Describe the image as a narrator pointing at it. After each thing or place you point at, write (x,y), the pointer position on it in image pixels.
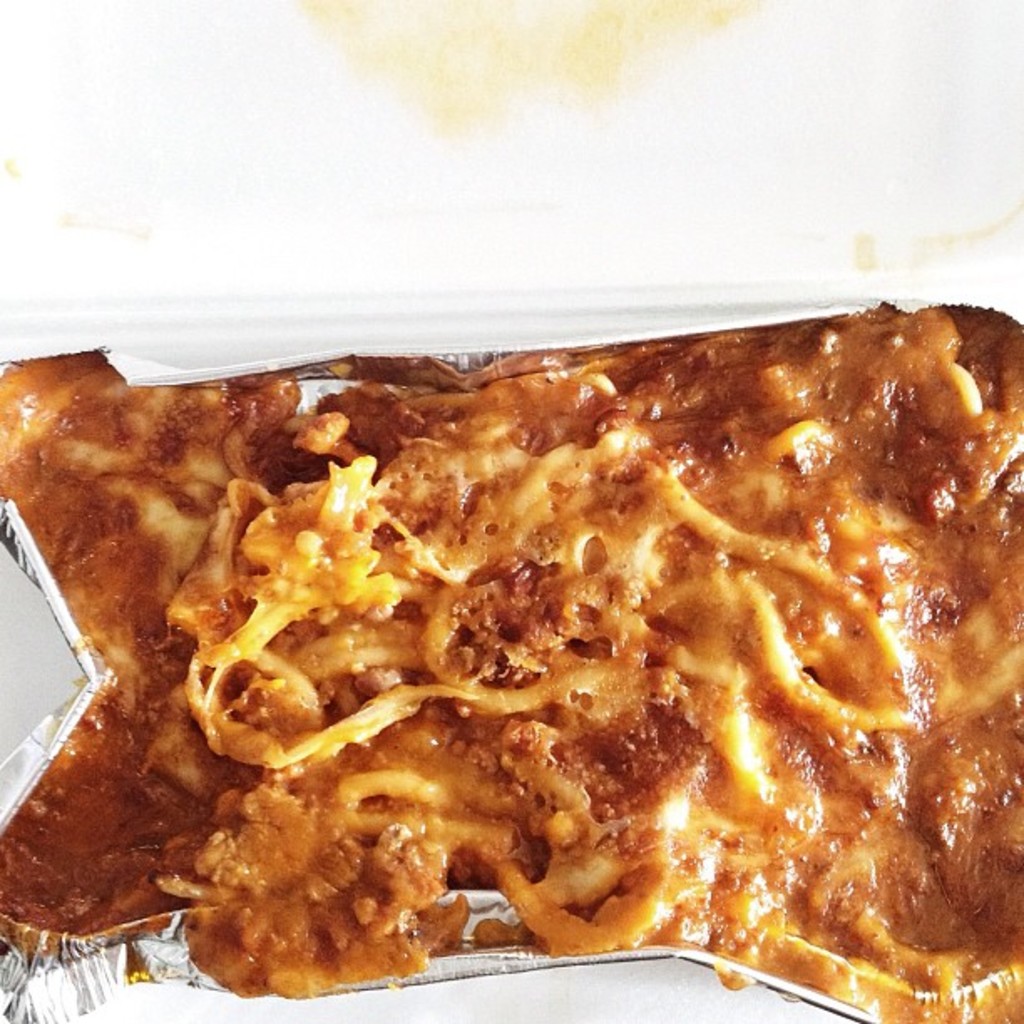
In this picture I can see food (353,776) in the aluminium foil container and I can see a white color background (522,323).
